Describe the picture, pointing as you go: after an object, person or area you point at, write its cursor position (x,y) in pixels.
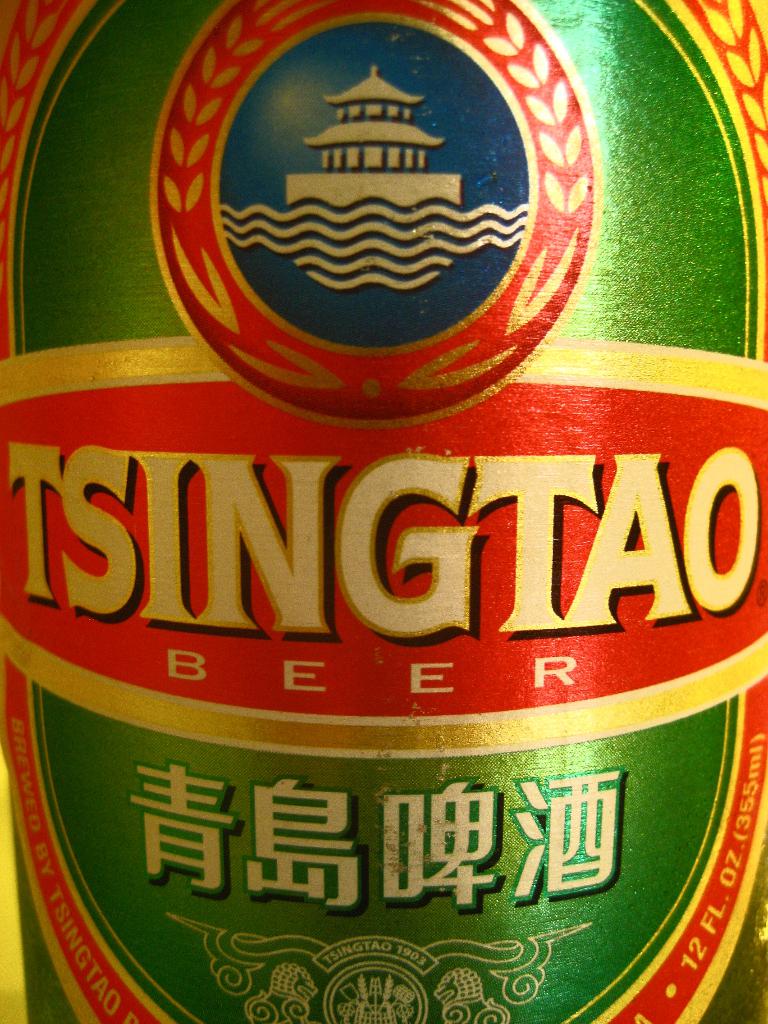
In this image I can see the bottle (258,432) and I can see the green, red and gold color sticker (369,664) to the bottle (369,664).
